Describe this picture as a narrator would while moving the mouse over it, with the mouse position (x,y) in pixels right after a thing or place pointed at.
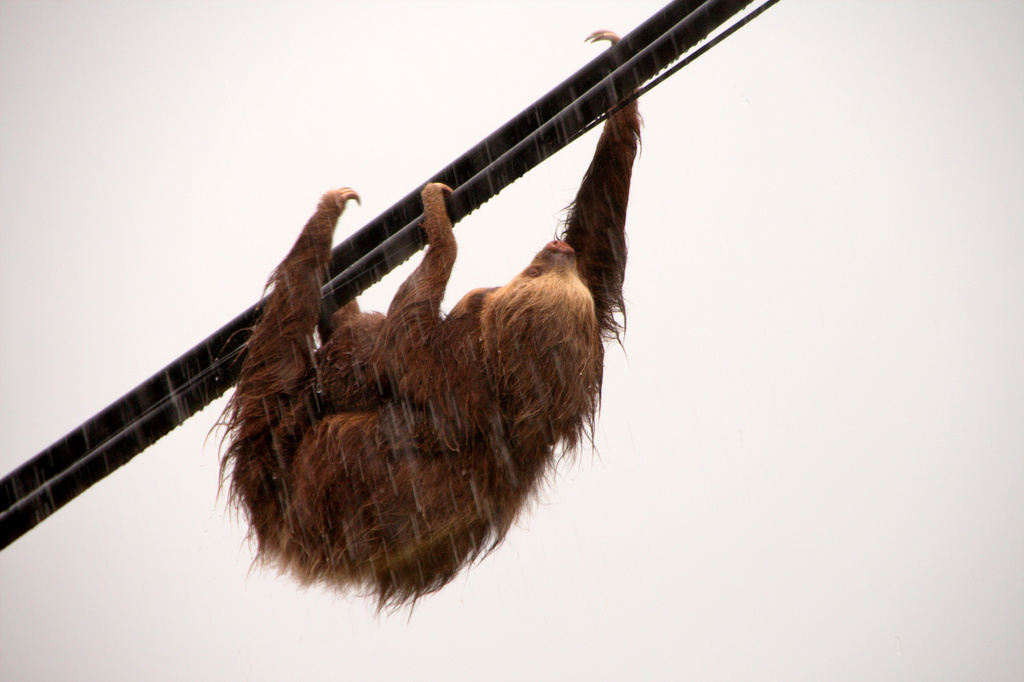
In the image we can see there is a sloth animal (449,378) hanging from the cables (65,449) and the sky (902,643) is cloudy.
